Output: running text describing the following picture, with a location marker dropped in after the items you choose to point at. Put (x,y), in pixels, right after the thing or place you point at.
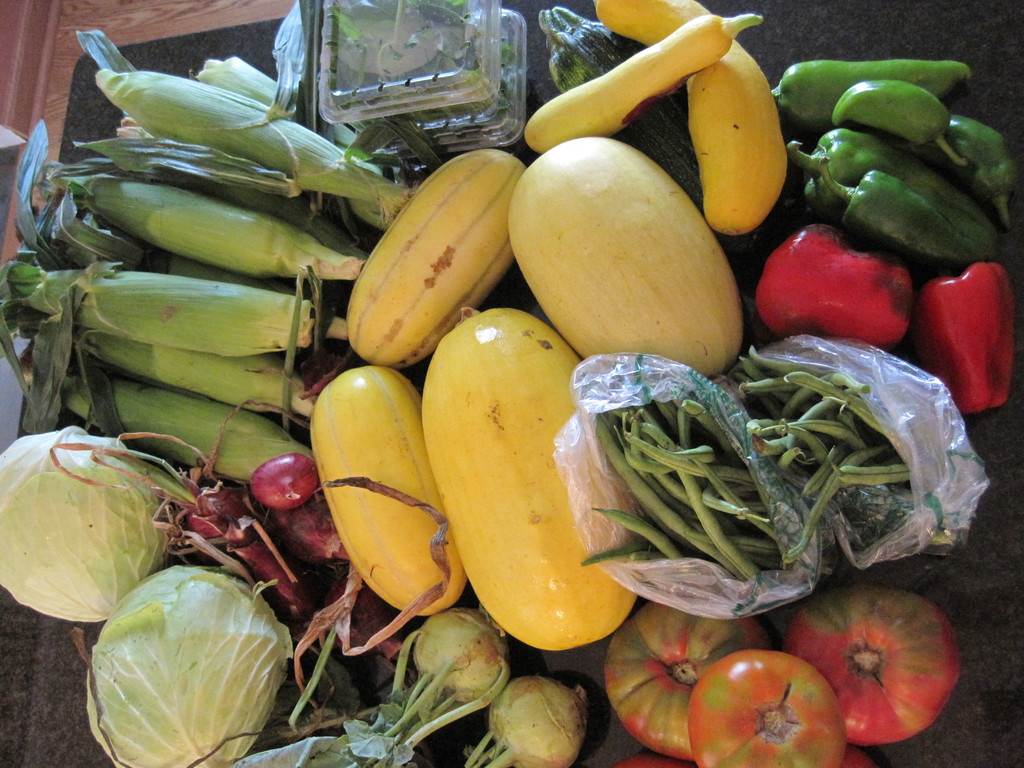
In this picture, there are different types of vegetables (612,213) like beans (648,449), tomatoes (733,640), radish (410,735), cabbage (152,722), corn (72,406), capsicum (930,119) are placed on the table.
